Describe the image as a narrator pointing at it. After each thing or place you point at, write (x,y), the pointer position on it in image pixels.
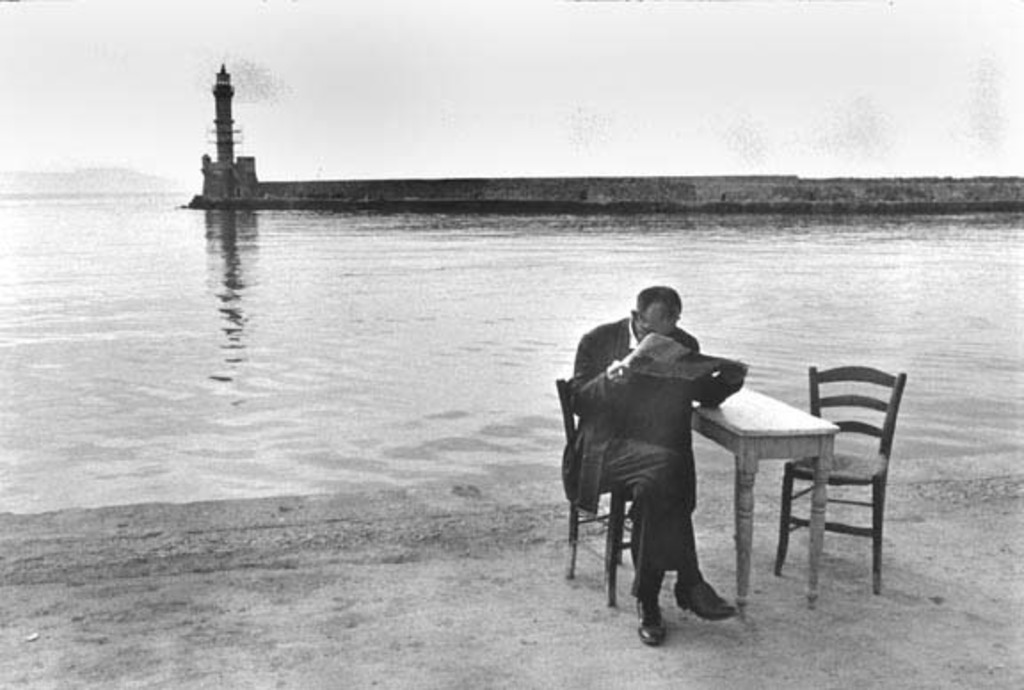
In this picture I can see there are two chairs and there is a table (766,406), the man (662,385) is sitting on the chair (572,430) and reading the news paper (671,364) and the man (691,389) is sitting on the beach side (744,678). There is a lighthouse (238,175) in the backdrop (217,152) and this is a black and white picture.
